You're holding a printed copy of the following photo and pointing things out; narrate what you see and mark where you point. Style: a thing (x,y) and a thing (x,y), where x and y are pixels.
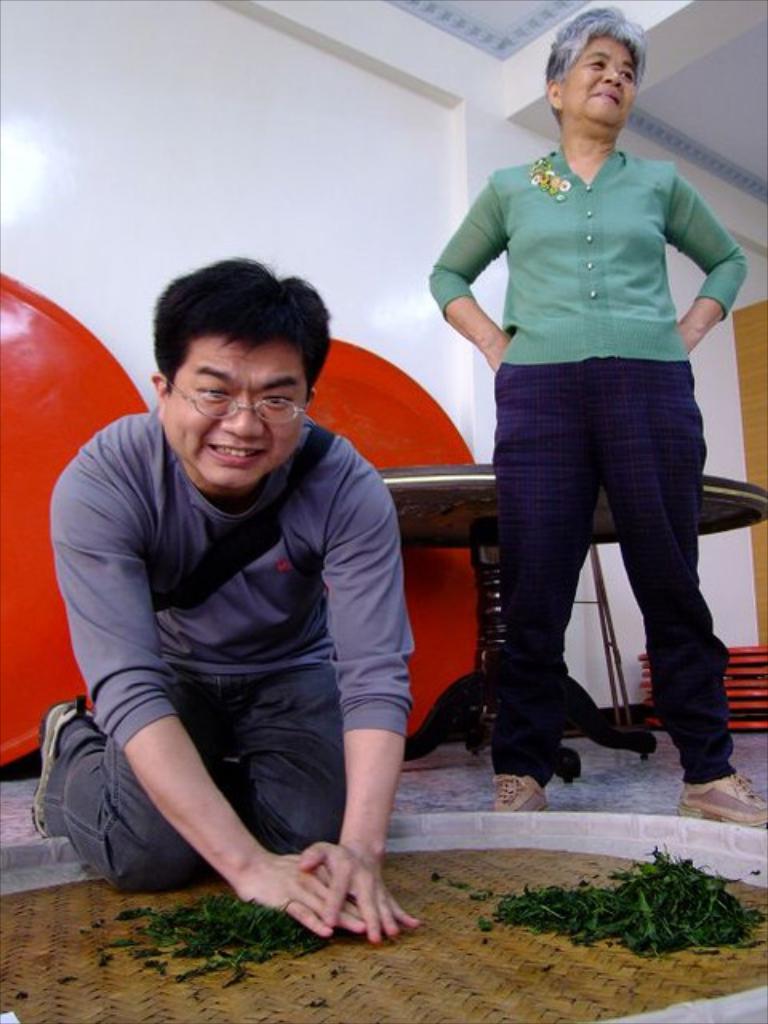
In this image I can see two persons (598,444). The person (614,236) at right (576,258) is wearing green and blue color dress (586,361) and the person (347,594) at left (134,530) is wearing purple color shirt (301,605), background (429,518) I can see a table (428,466) and few red color objects (328,374) and the wall (266,180) is in white color.
